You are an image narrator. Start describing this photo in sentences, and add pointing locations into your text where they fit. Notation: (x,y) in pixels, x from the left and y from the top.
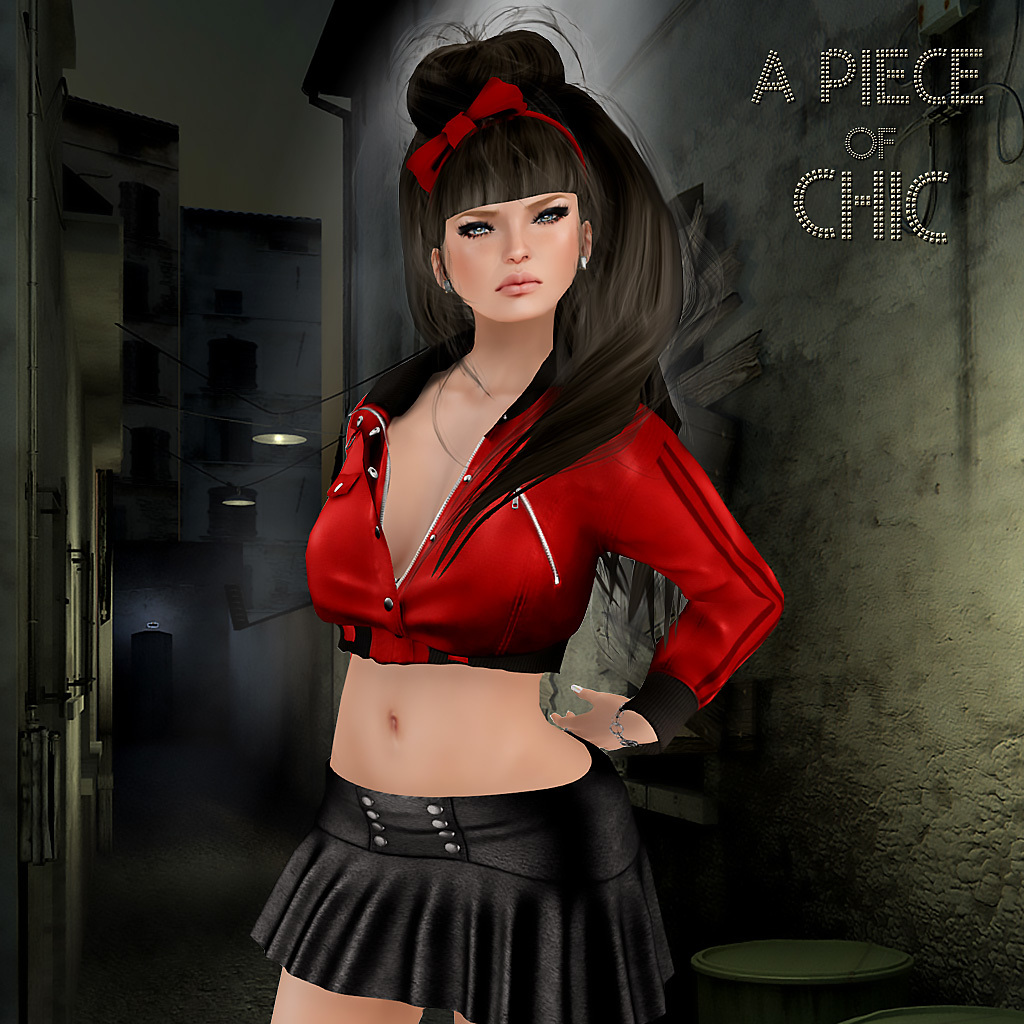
In this image I can see depiction (319,611) of a woman (658,489). I can see she is wearing red and black dress (483,644). Over here I can see something is written.
